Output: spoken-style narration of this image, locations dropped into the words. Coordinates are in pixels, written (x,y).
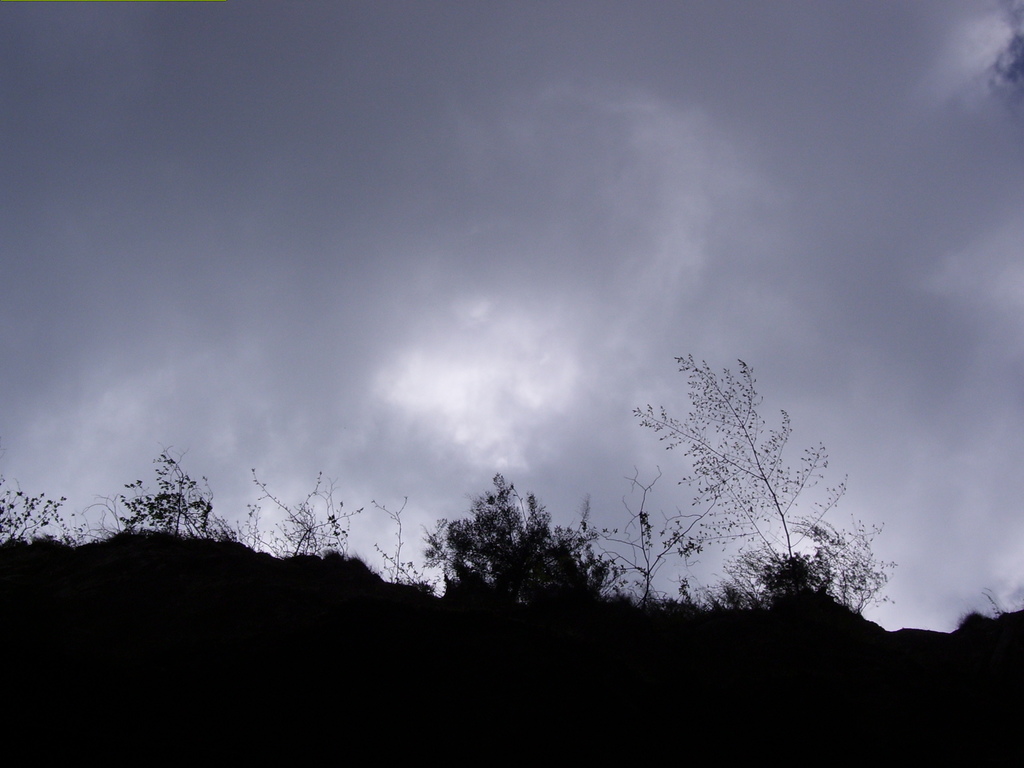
In this image we can see trees (490,551). In the background (565,213) there is sky (565,213) with clouds (571,198).
